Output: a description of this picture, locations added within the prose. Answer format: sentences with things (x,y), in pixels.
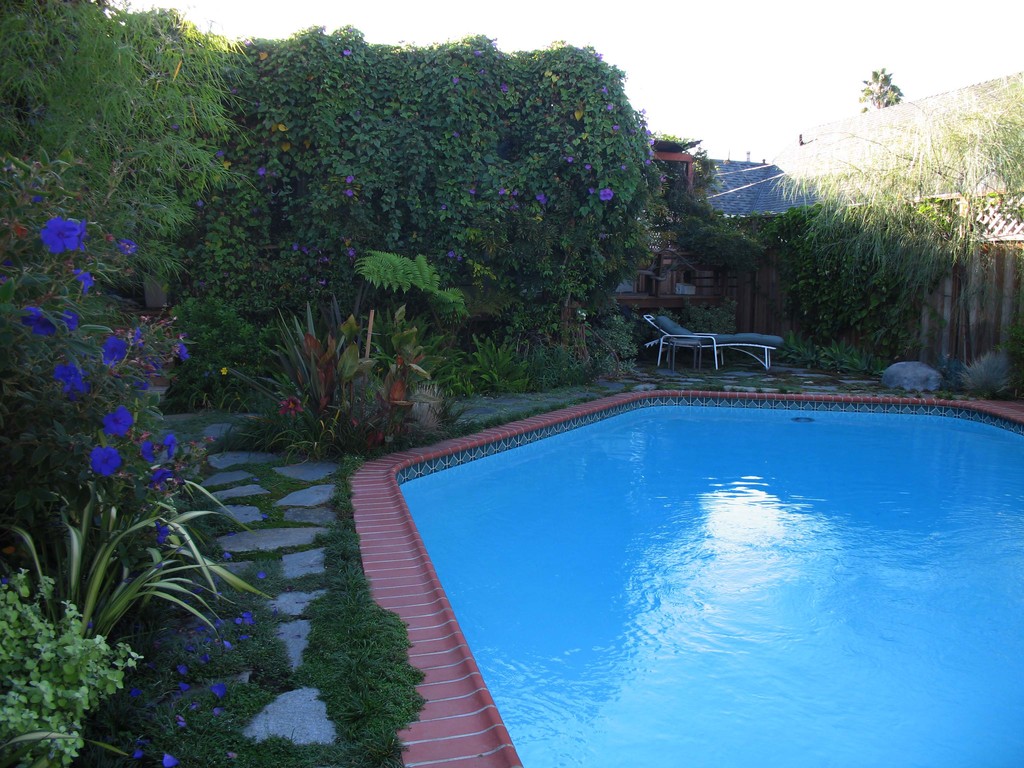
In the image we can see there is a swimming pool (702,558) and there are grass (345,719) on the ground (258,619). There are flowers (116,343) on the plants (156,458) and there are trees (22,123). There is a chair (733,334) kept on the ground (752,361) and there are roofs (740,183) of the buildings (844,132). There is a clear sky (792,94).
